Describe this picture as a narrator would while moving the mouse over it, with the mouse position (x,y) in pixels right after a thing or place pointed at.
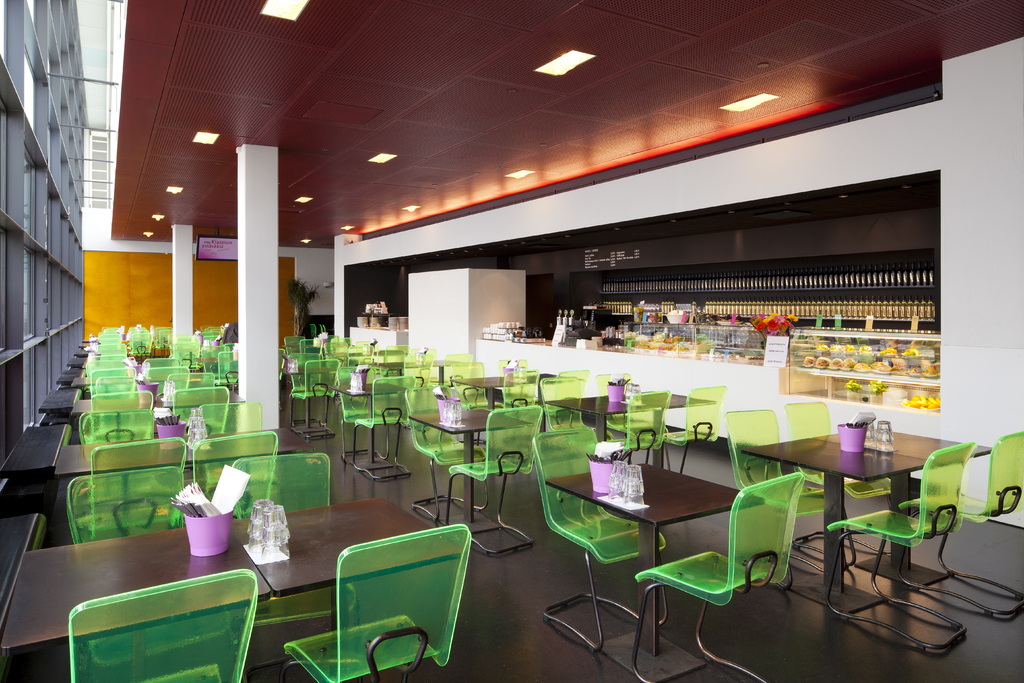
In this picture I can see few chairs (206,464) and tables (346,510) and I can see napkins (210,502) in the bowls (191,522) and couple of glasses (287,539) on all the tables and I can see lights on the ceiling (423,69) and a plant (305,310) and I can see few food items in the glass boxes (703,335) and looks like few bottles (668,301) in the racks (654,292).
